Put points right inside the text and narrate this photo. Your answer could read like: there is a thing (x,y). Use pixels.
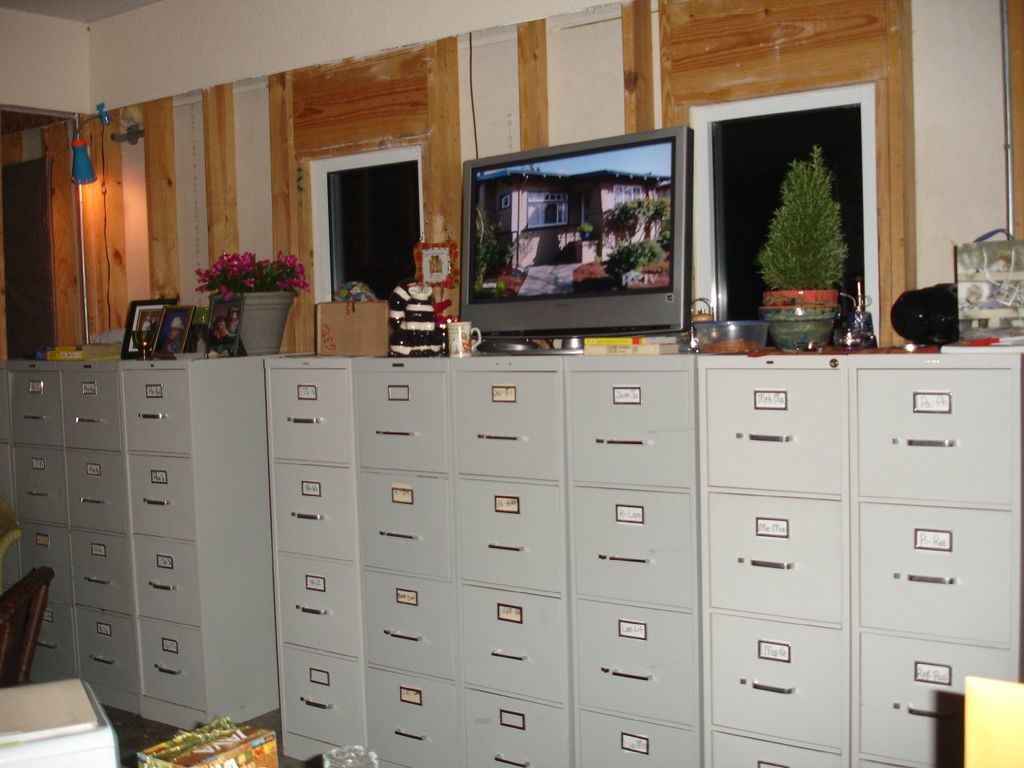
This is an inside view. Here I can see many lockers (331,475). On the lockers (521,477) a monitor (560,275), flower pots (769,284), cups (453,328), photo frames (232,323), boxes (349,325) and some other objects (950,285) are placed. At the bottom (80,700), I can see few objects (107,736) on the floor (141,736). In the background (239,112) there is a wall (346,152).
